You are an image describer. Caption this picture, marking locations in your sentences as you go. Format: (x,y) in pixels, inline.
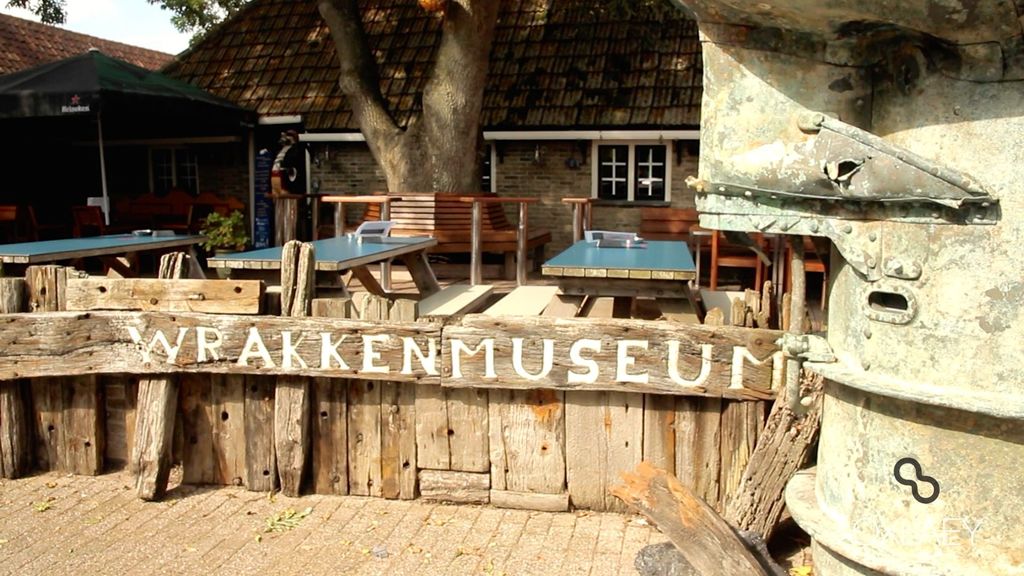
In this picture we can see the wooden fencing (268,398) in the front (286,427). Behind there are some tables (426,278) and chairs (459,288). In the background (289,121) there is a house (485,126) with roofing tile (511,92) and huge tree (429,124). In the front (887,266) right corner (910,506) we can see a iron drum (868,390).
